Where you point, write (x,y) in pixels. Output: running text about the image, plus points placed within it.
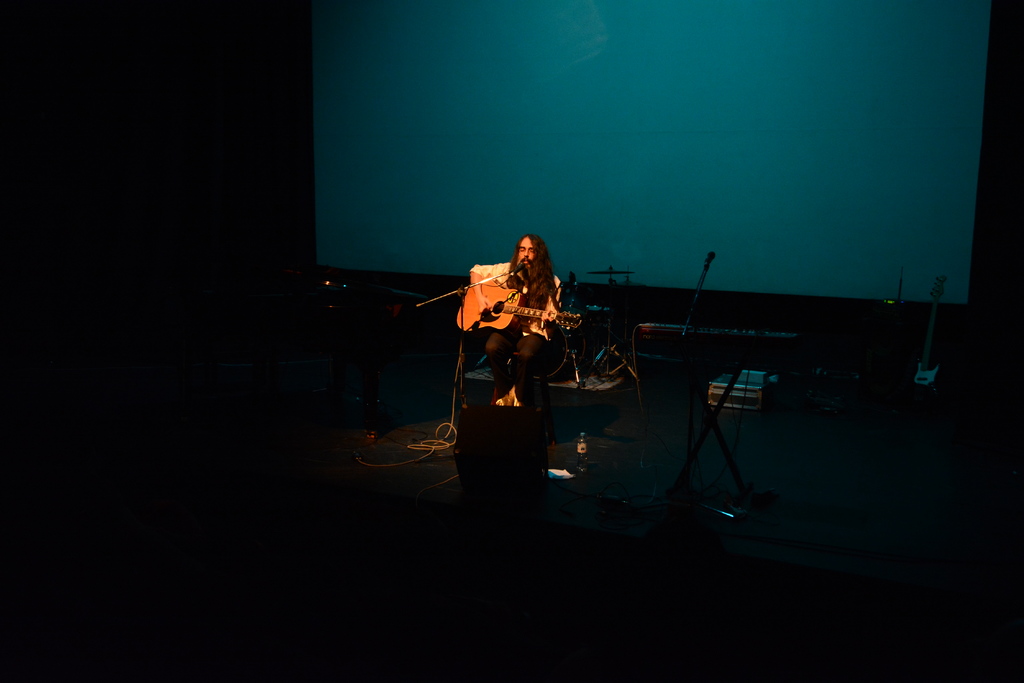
This picture is of inside In the center (492,270) there is a man (534,299) sitting on the chair (546,398) and playing guitar (521,317) seems to be singing. There is a microphone (706,262) attached to the stand (680,337) and some musical instruments (663,327). In the background (833,194) it seems to be a projector screen (585,97).
